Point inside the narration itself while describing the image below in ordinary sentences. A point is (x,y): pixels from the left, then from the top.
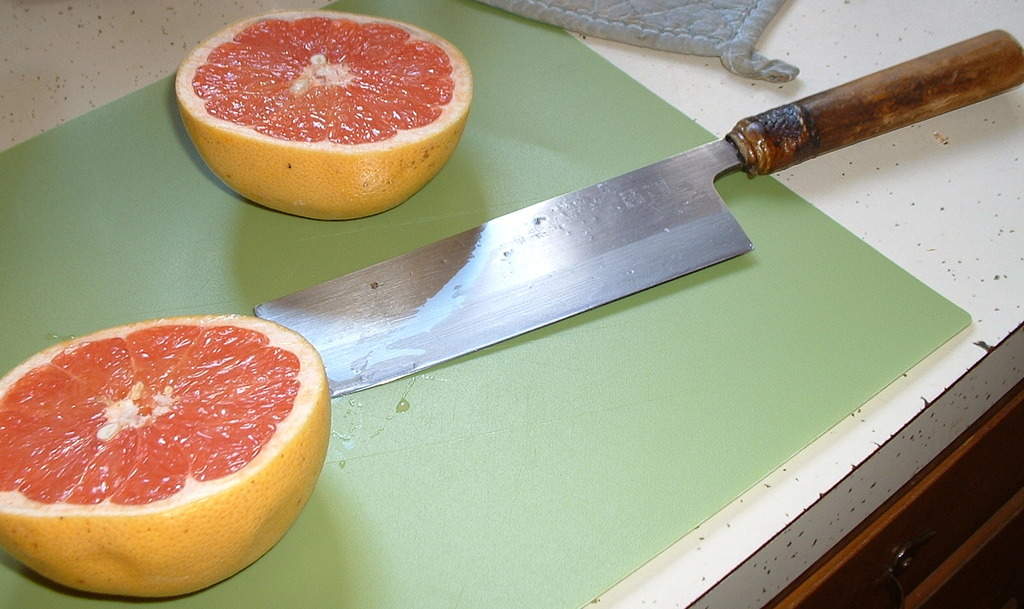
In this picture I can see there is a fruit (246,154) it is sliced into two halves (245,324) and there is a knife (500,300) here on the cutting board (760,220) and the cutting board (70,158) is placed on the white table (804,37).
